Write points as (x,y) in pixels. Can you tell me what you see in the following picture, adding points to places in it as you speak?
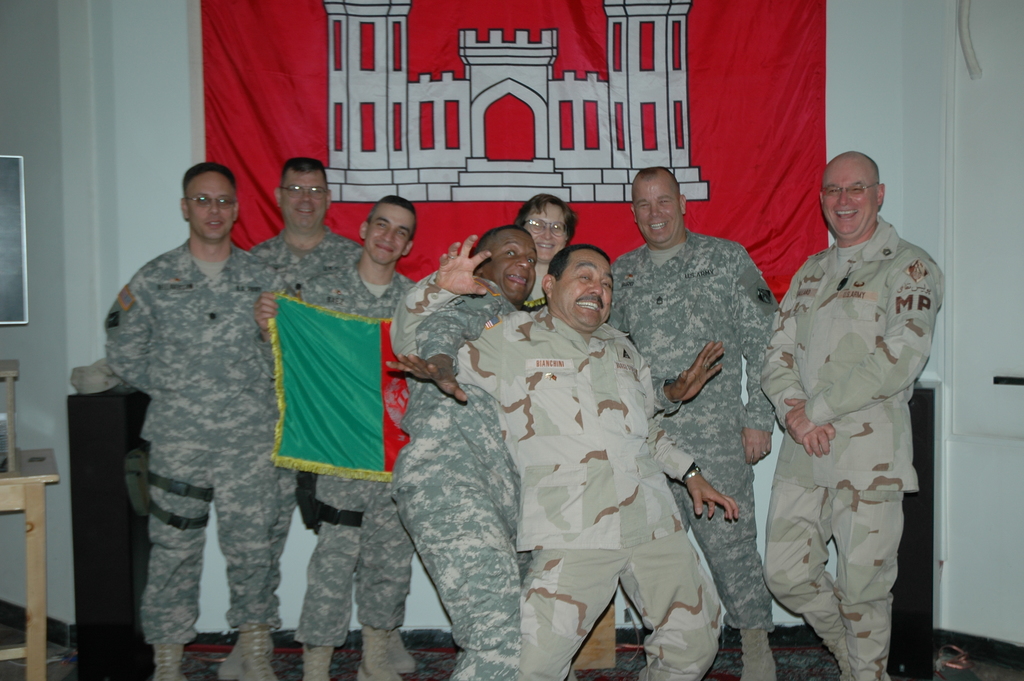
In this picture there is a group of military persons (540,390), smiling and giving a pose into the camera. Behind there is a red banner (370,180) with fort printed on it is hanging on the white color wall (967,75).
